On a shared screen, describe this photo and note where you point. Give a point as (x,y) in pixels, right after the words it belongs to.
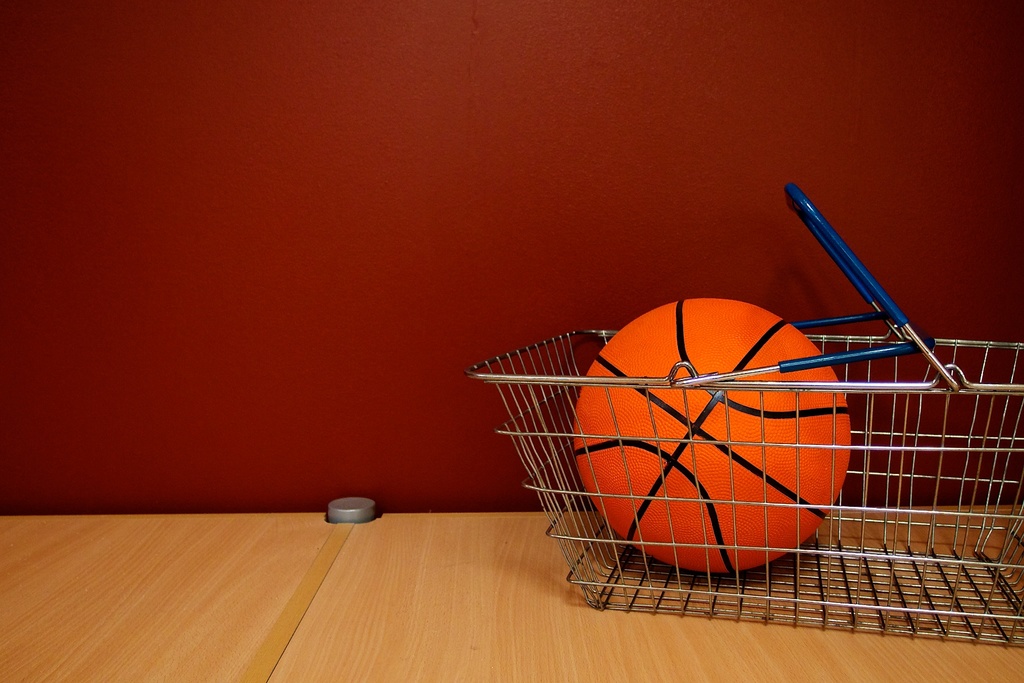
In this image, we can see an orange ball (768,463) with black lines (708,438) in the basket (712,384). This basket (783,444) is placed on the wooden surface (371,616). Background (392,238) there is a maroon wall (360,294). Here we can see a silver color rod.
